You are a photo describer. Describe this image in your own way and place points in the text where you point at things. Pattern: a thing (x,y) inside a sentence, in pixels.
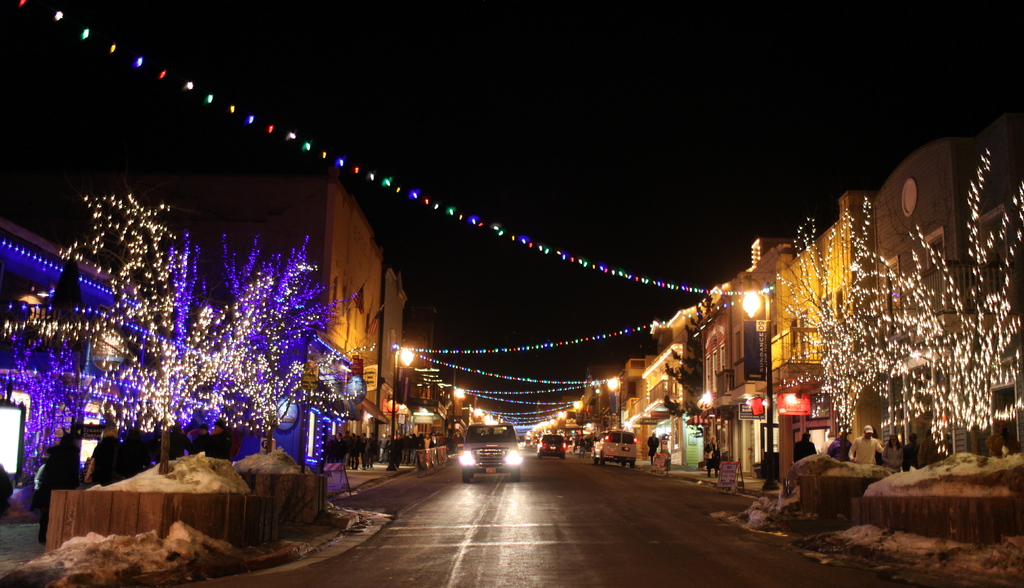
This is the picture of a city (608,451). In this image there are vehicles (473,437) on the road (464,548). There are group of people (332,441) on the footpath (813,522) and there are poles (771,381) and trees (682,401) on the footpath (799,521). At the back (297,432) there are buildings (297,432). In the foreground (215,479) there are lights (178,325) on the trees (862,384) and there is snow (149,573) at the trees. At the top (532,149) there is sky (532,149) and there are lights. At the bottom (521,558) there is a road (525,497).
